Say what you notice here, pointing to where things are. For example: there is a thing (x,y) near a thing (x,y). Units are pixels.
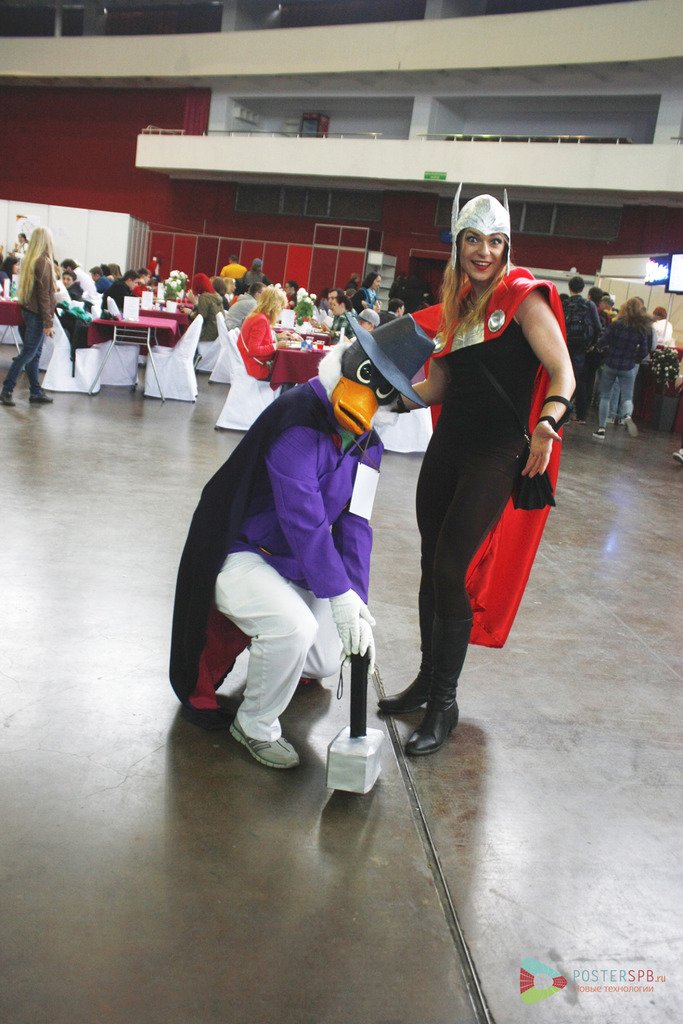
In the image we can see there are two people (308,480), one standing and one crouching, wearing different costumes (305,552), shoes (424,619) and hats (500,204). Behind them there are other people (292,340) standing and some of them are sitting, they are wearing clothes (233,277). We can see there are many chairs (186,371) and tables (170,337). On the table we can see some objects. Here we can see the floor (121,719) and it looks like the building (278,91). On the bottom right (600,978) we can see the watermark (589,973).
